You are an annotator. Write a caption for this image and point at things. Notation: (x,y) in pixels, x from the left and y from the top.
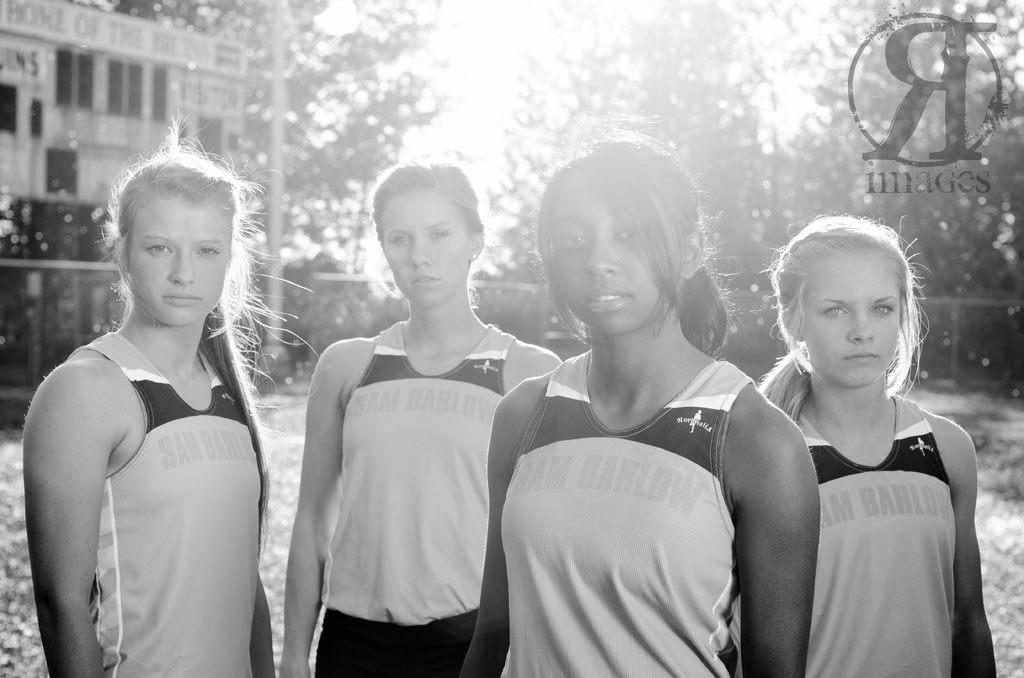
This picture is in black and white. In front of the picture, we see four girls (674,485) standing. Behind them, we see buildings (132,91) and street lights (274,226). There are trees (614,89) in the background (723,77). It is a sunny day.
